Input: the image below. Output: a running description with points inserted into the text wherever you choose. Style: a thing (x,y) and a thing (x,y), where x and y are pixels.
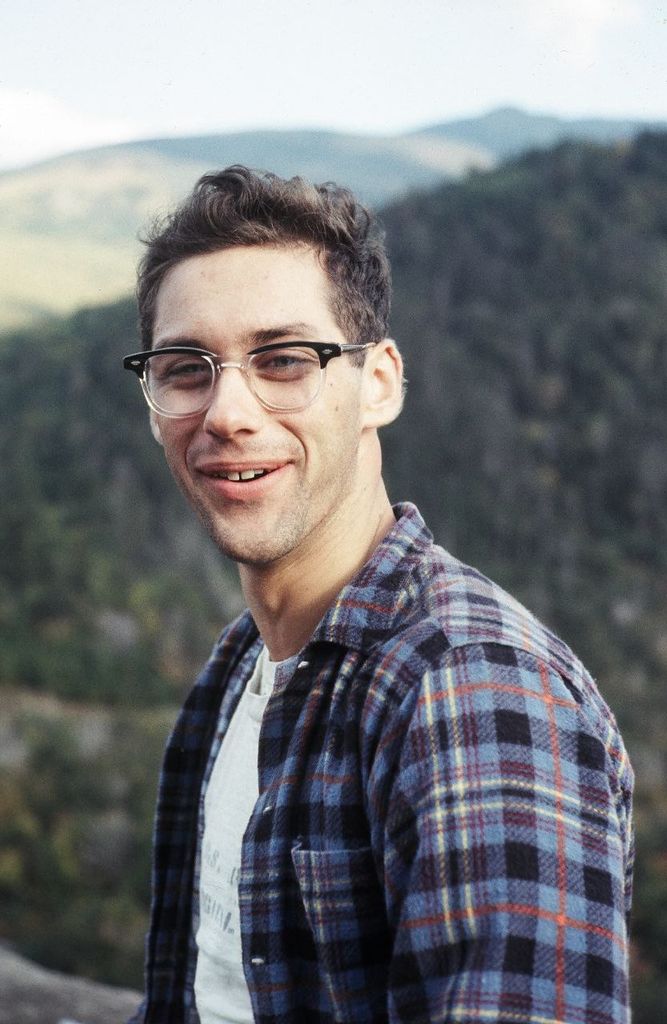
In this image we can see one person (329,473) wearing eyeglasses (187,408), we can see the hills (479,410), at the top (583,71) we can see the sky (194,125).
